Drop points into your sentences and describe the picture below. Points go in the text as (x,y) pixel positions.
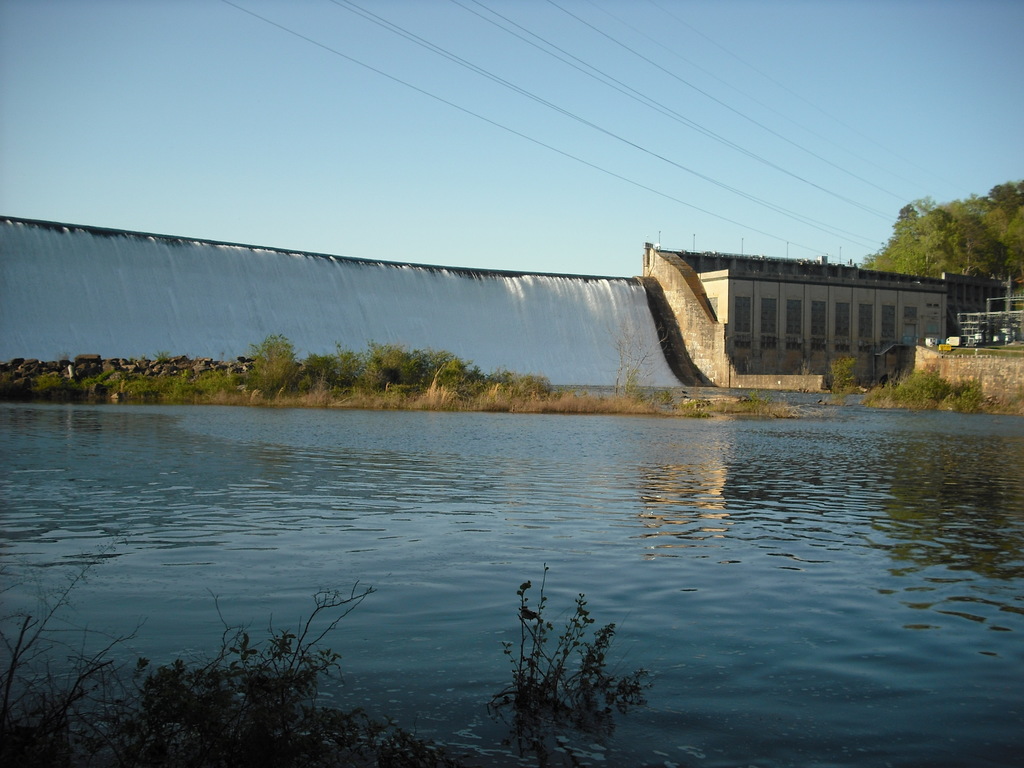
In the image we can see water flow (264,324) from dams (464,344), water (827,573), grass (348,398), tree (938,244), electric wires (652,107) and a pale blue color sky (894,70).
